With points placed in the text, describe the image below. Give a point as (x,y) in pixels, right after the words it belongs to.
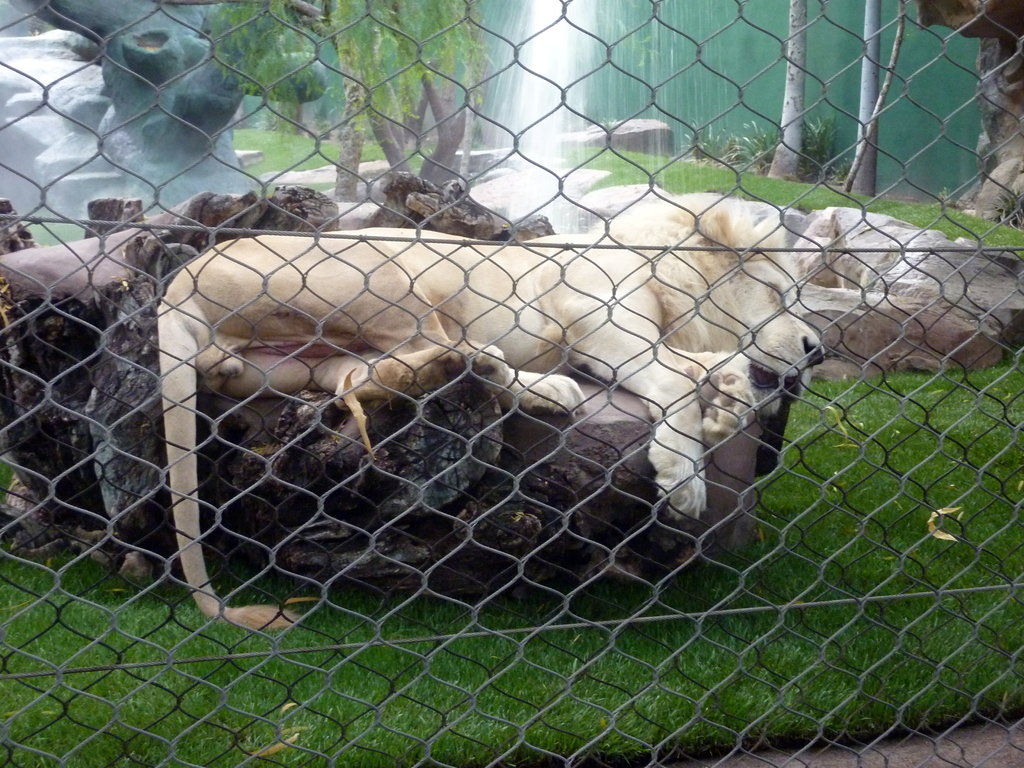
In this image we can see a lion (394,319) lying on a rock (318,463). On the ground (575,643) there is grass (755,672). Also there is a mesh fencing (605,235). In the back (363,64) there are trees (447,52). Also there is a fountain (559,121).
